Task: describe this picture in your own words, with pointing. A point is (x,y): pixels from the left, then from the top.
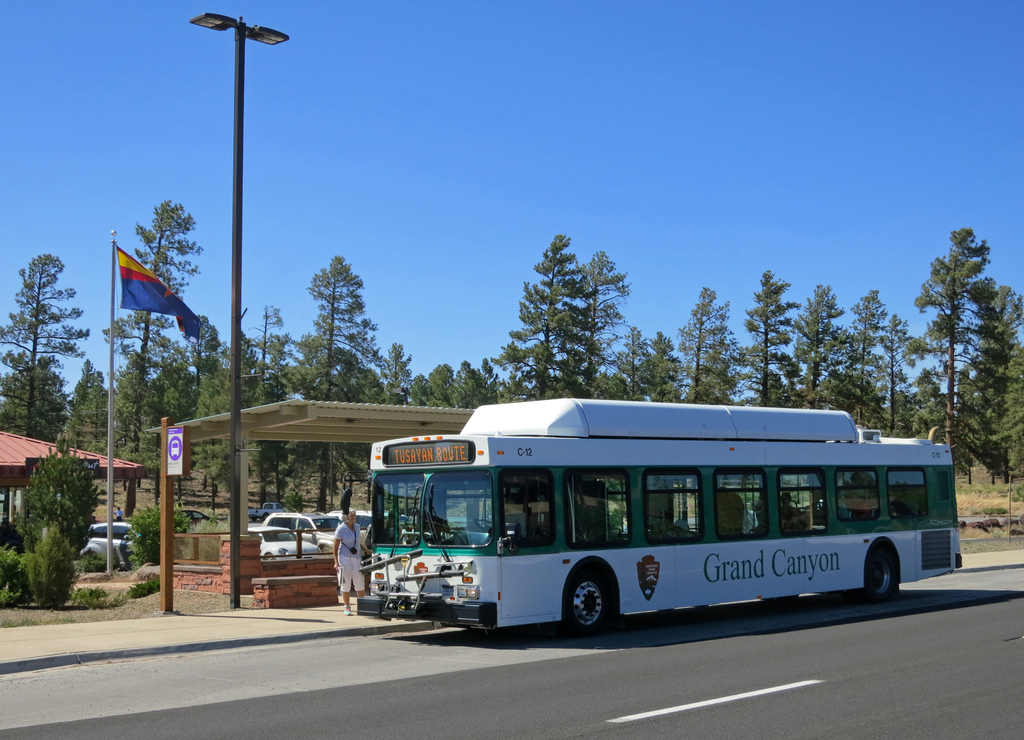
Here we can see vehicles (390,584), poles (239,584), plants (11,601), trees (357,376), board (184,452), and a flag (128,286). There are sheds (402,415). Here we can see a road (771,677). In the background (680,258) there is sky (483,109).
